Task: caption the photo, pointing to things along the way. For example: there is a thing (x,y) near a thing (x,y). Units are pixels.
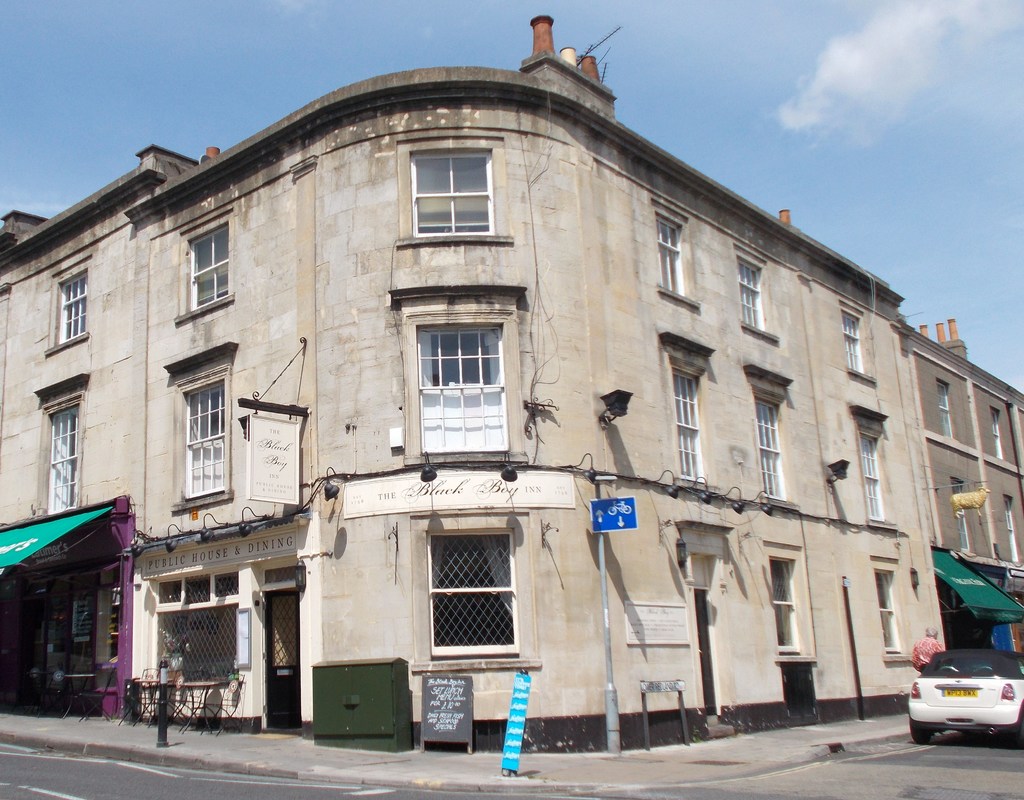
In this image we can see buildings (889,549) with windows (439,443) and some lights (843,475) on the wall (710,518). In the left side of the image (27,536) we can see a tent (30,548), some chairs (139,686) and tables (198,684) placed on ground (124,724). In the right side of the image (954,721) we can see a person (927,654) standing and a vehicle (978,714) parked on the ground (953,740). In the center of the image (523,500) we can see boards (523,693) with some text (509,745) and a metal box (361,722). At the top of the image (749,51) we can see the sky (815,55).
